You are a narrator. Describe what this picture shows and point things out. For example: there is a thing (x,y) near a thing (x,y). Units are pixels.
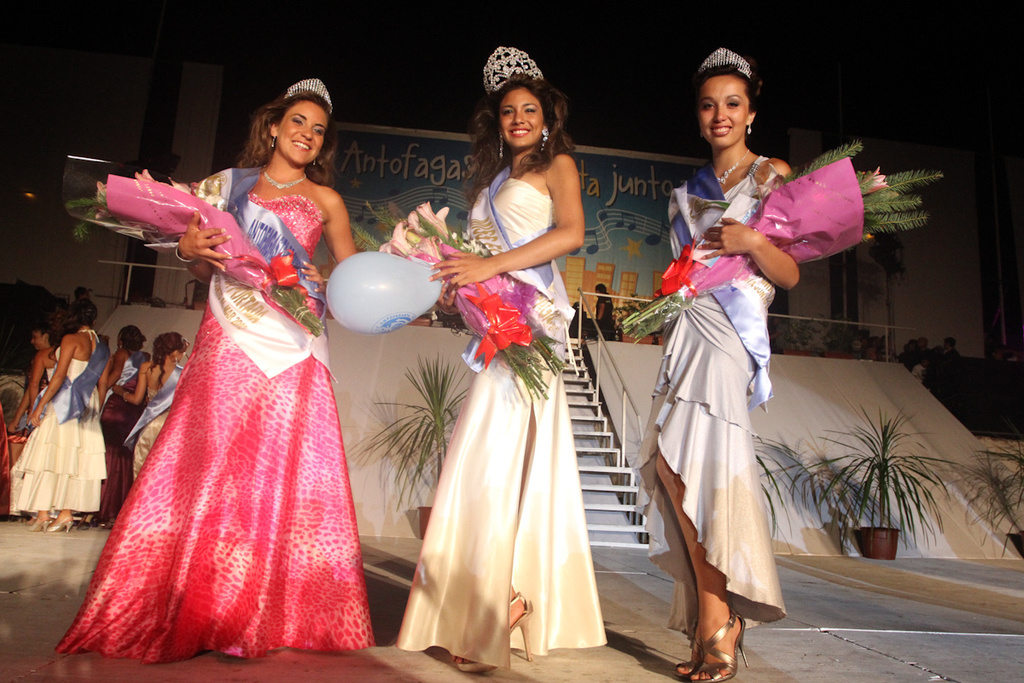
In this image there are three girls (287,337) wearing a crown (501,74) on their head (729,97) and they are holding bouquets (666,276) in their hands (445,272), behind them there are stairs (600,445) of a stage (843,441) and there are plant pots (922,505). On the left side of the image (69,399) there are a few people (85,419) standing on the floor (78,557).
